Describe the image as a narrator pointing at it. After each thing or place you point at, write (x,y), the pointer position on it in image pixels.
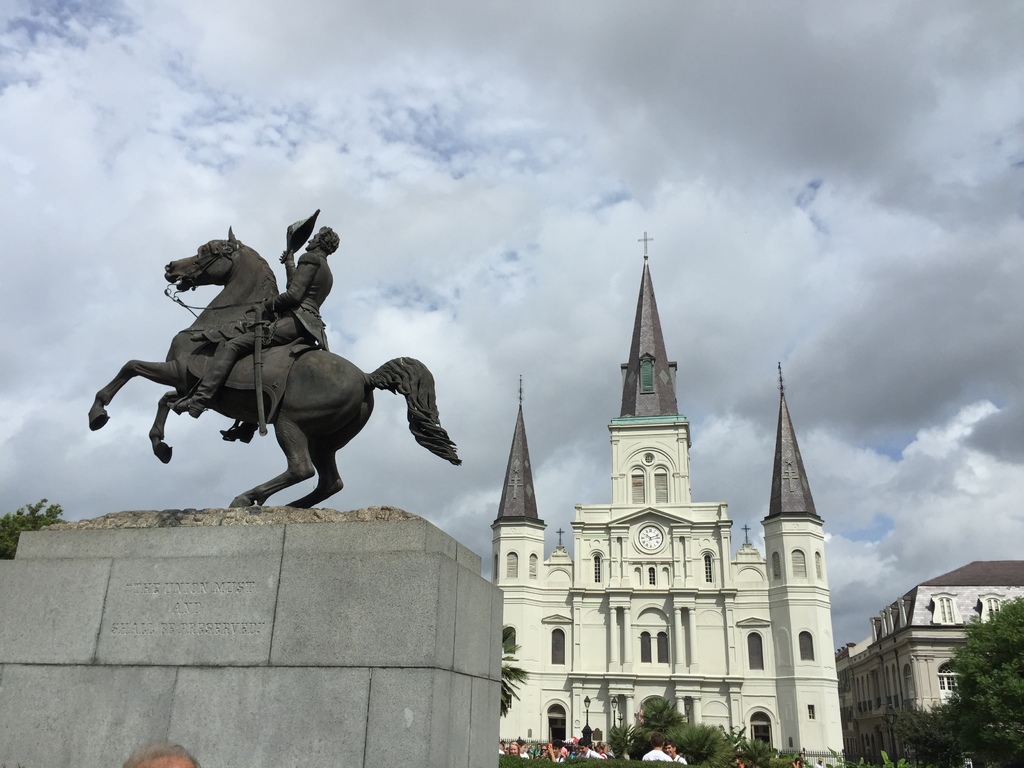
In this picture we can see a statue (268,278) on an object (283,566). Behind the statue (279,409), there are buildings (548,649), people (578,741) and trees (667,720). At the top of the image (381,114), there is the cloudy sky (663,242).
